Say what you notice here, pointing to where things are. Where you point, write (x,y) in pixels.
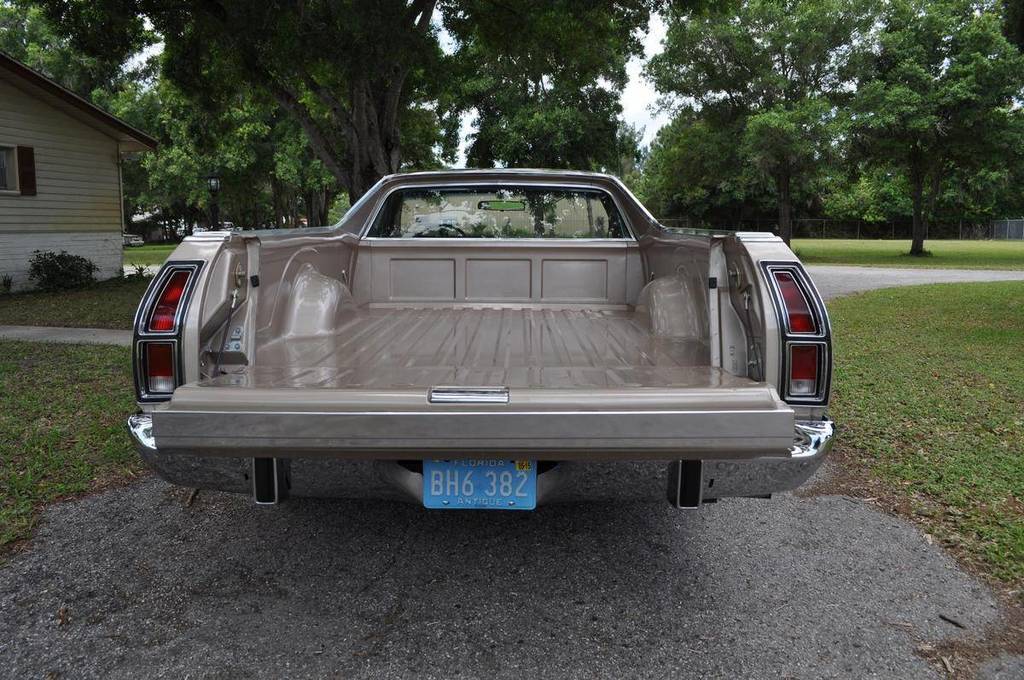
There is a truck (394,255) with a number plate (474,475). On the sides there are grass lawns (969,312). On the left side (108,189) there is a building (109,174). In the background (483,93) there are trees (790,89).
